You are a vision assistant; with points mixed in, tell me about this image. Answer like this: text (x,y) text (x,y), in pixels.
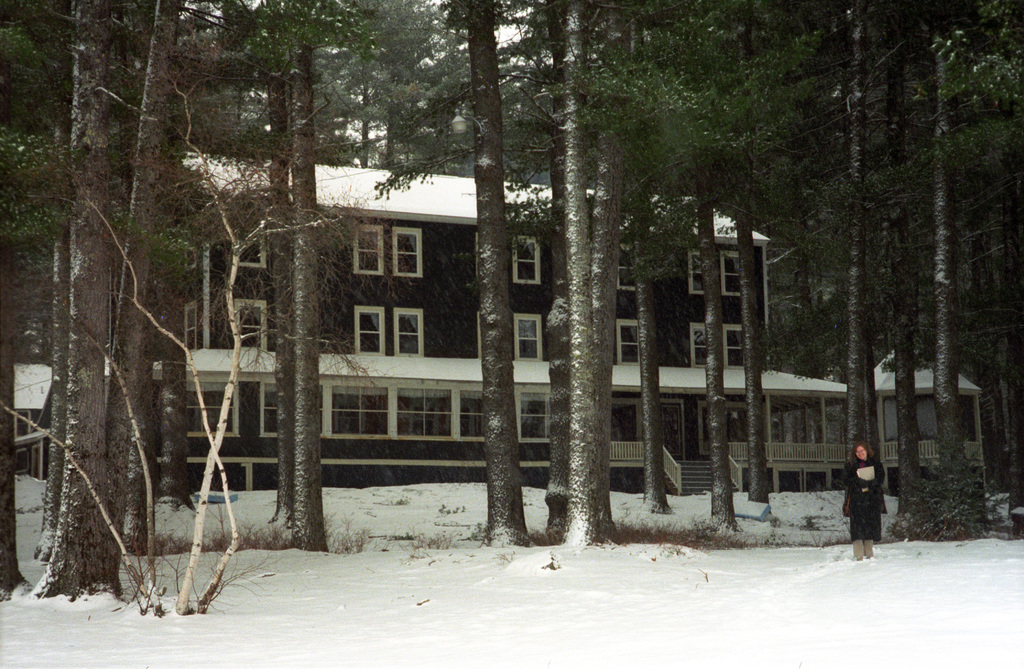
In this image, we can see trees (58,588), snow (481,514) and plants (936,512). Background (382,383) we can see building (537,444), shed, walls (460,355), windows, railings (623,459), poles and stairs (707,491). On the right side of the image (859,493), we can see a person (860,508) is standing on the snow (890,555).
